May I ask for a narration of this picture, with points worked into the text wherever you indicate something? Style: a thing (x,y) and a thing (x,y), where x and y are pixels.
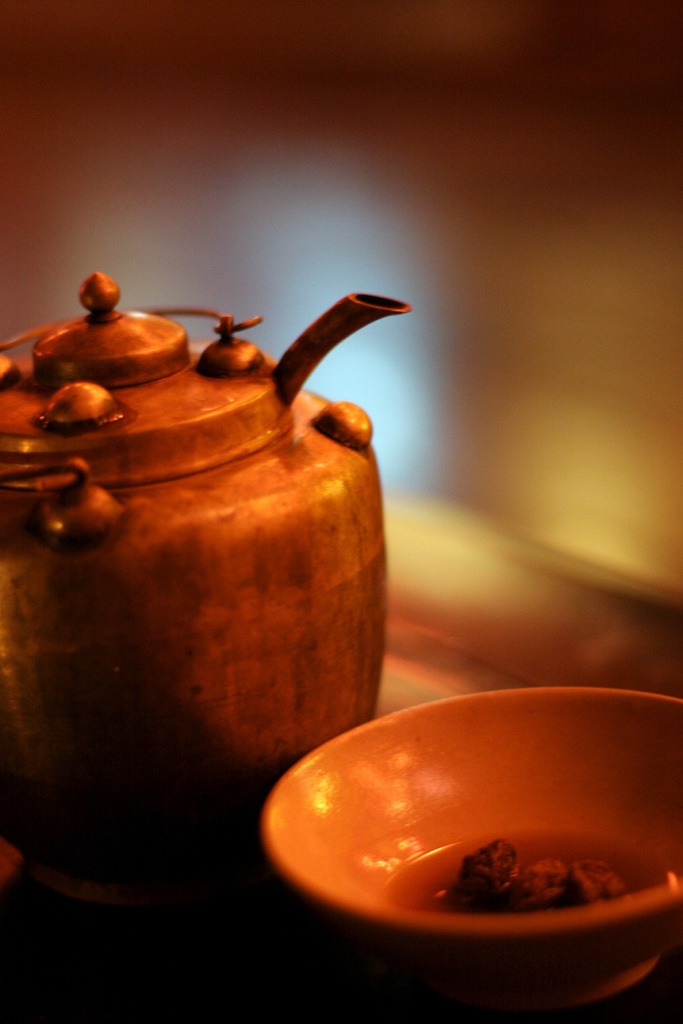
In this image I can see a teapot (150,522) and bowl (407,778) in brown color. Background (634,453) is blurred.
